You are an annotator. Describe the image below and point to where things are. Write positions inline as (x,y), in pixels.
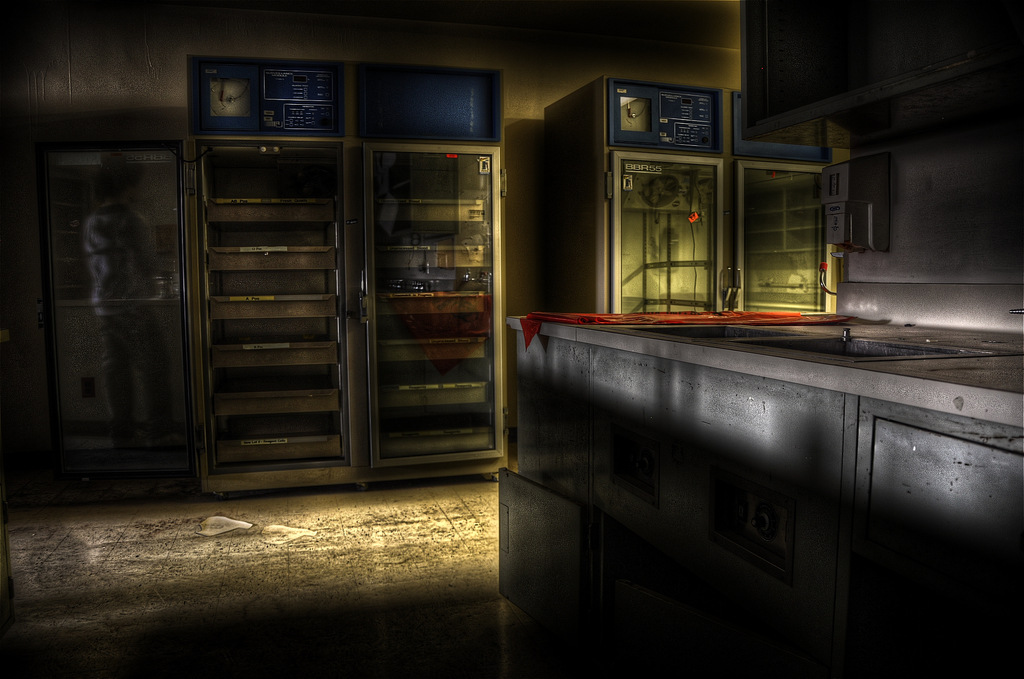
In a room (542,508) there is a big table (653,433) and beside that there are four empty refrigerators (634,302), in the left side (103,430) there is a door (82,327) and behind the door (116,381) there is a person (121,415).
